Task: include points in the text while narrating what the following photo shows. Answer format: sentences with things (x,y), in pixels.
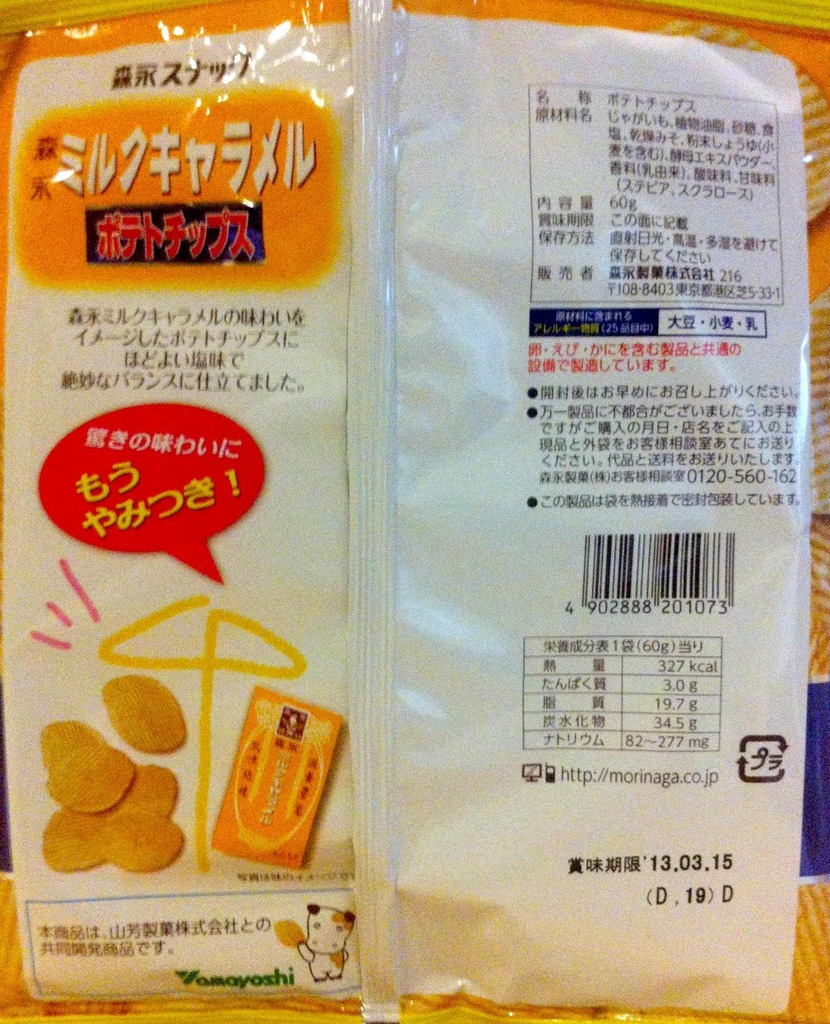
In this image, we can see a cover (291,534). On the cover (80,514), we can see some pictures (338,957) and text (699,356) written on it.
